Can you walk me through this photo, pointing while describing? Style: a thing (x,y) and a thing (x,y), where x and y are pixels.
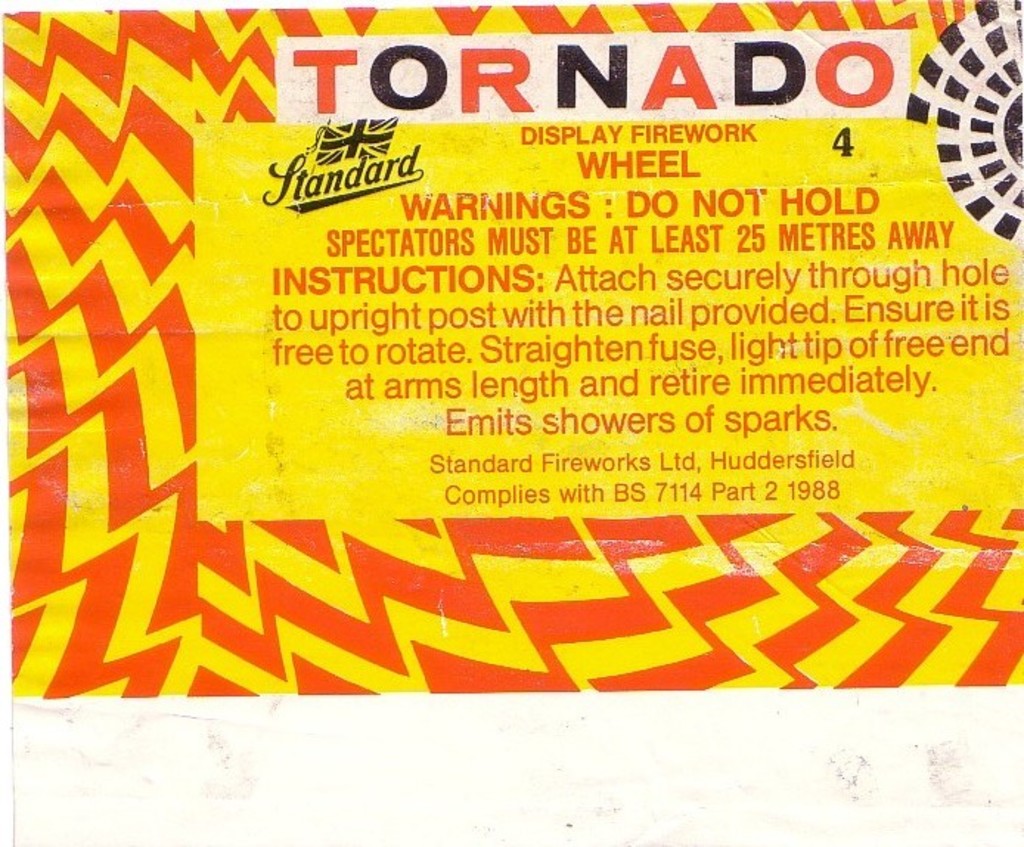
In this image we can see the advertisement (499,327).
